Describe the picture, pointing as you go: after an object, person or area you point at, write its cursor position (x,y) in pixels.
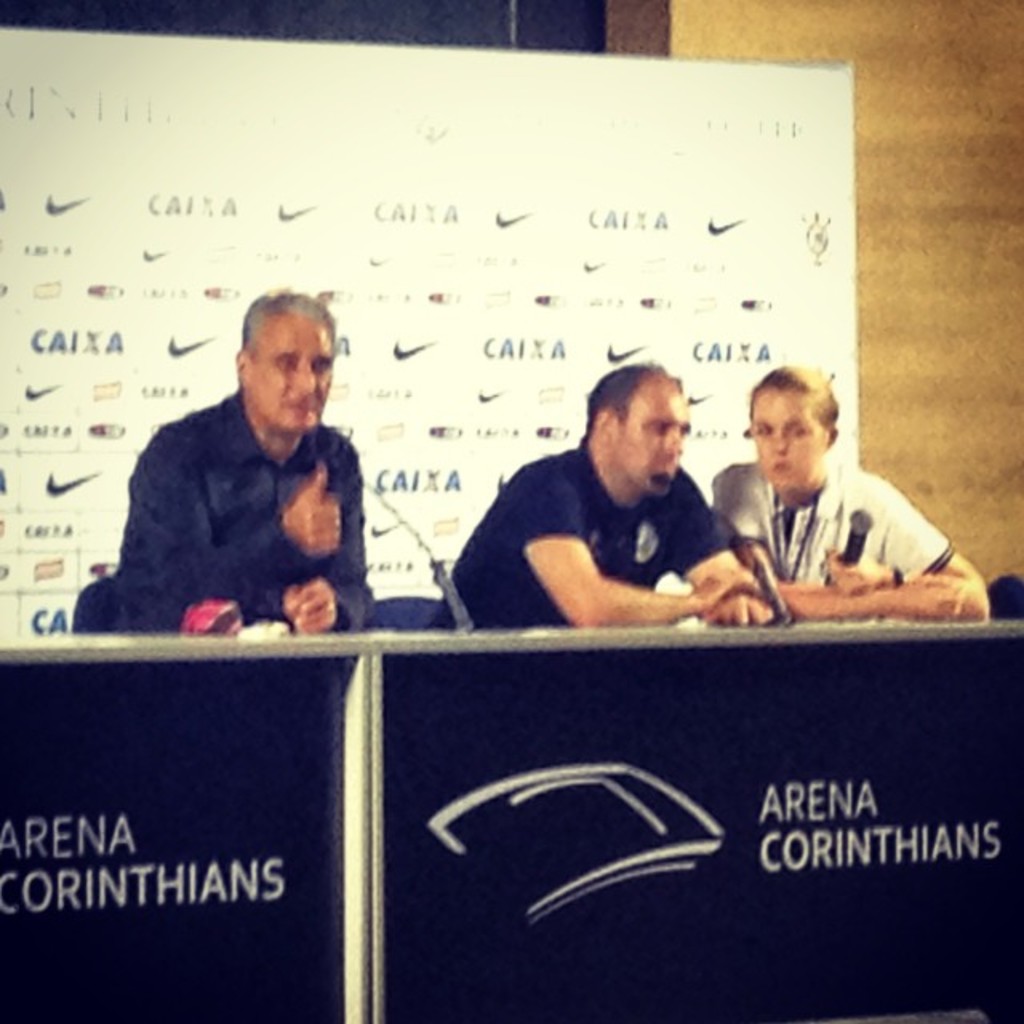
The picture is taken during a conference. In the center of the picture (542,650) there are tables (769,663), mics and people (226,534). In the background (389,158) there are banner (575,137), wall (696,45) and curtain (508,15).
